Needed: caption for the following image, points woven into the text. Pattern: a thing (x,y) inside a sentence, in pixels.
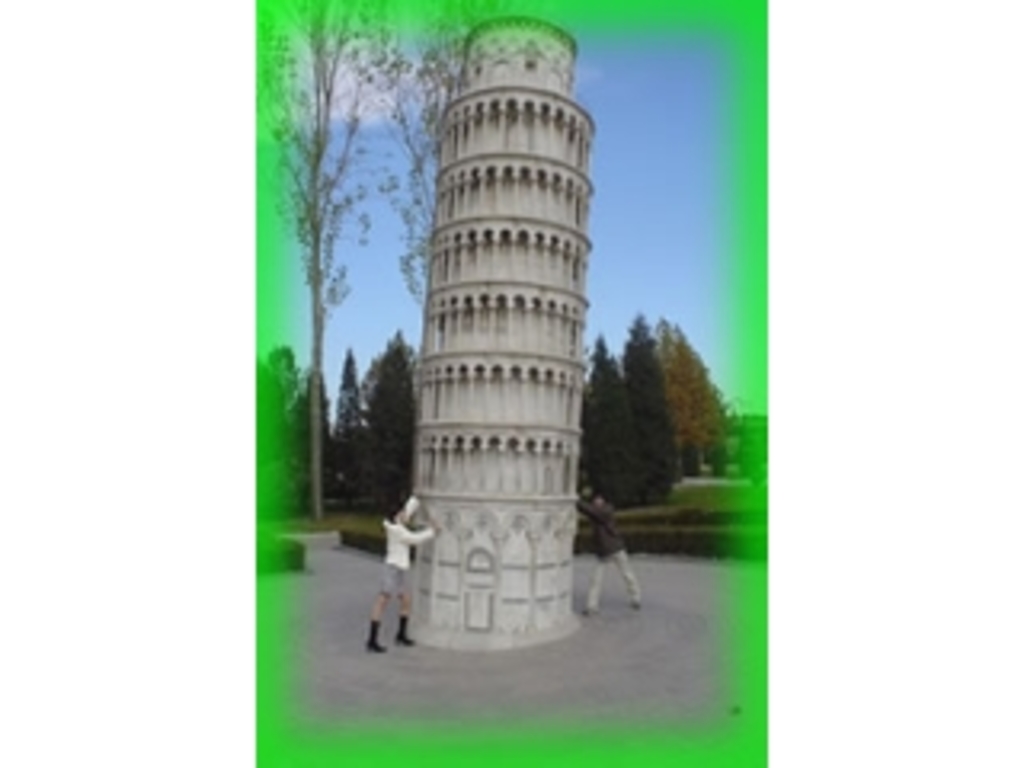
In this picture there is a tower (460,500) and there are two persons (404,551) touching the tower (498,545). In the background (701,393) there are trees (586,425) and sky (634,172).
